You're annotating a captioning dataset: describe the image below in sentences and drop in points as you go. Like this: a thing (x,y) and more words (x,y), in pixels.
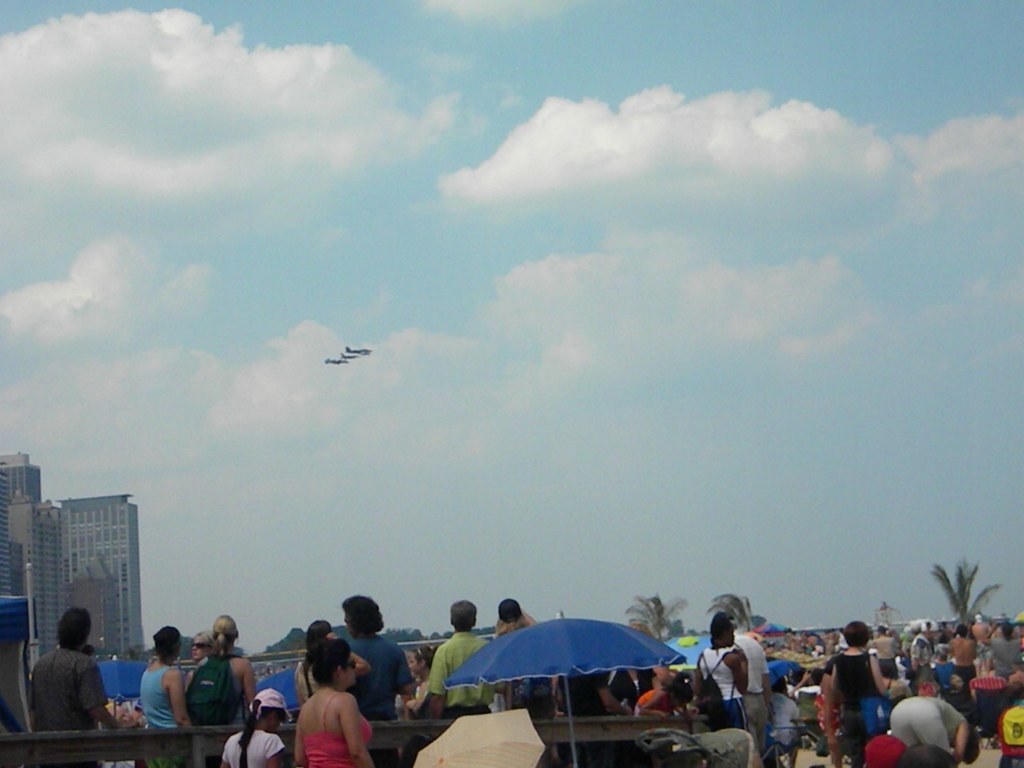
This is an outside view. At the bottom (174,706), I can see a crowd of people (341,701) and an umbrella (574,653). In the background (3,542) there are some trees (659,624) and buildings (91,561). At the top of the image (613,64) I can see the sky (790,29) and clouds (534,136). In the middle of the image (358,352) there are three airplanes (347,357) flying in the air (193,363).
